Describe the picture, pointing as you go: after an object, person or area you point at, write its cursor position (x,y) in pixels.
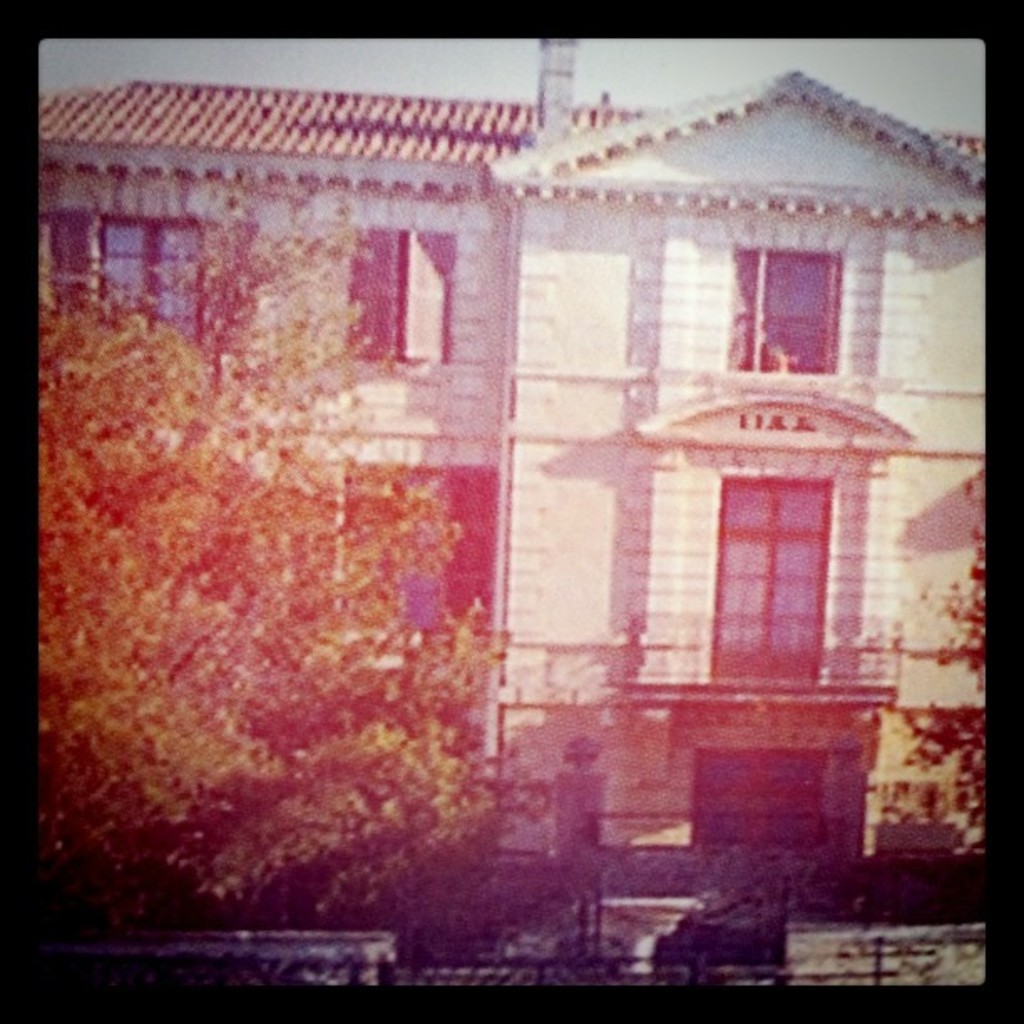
In this picture we can see trees (432,694), building (497,576) with windows (829,368) and some objects (529,952) and in the background (429,59) we can see the sky (402,81).
